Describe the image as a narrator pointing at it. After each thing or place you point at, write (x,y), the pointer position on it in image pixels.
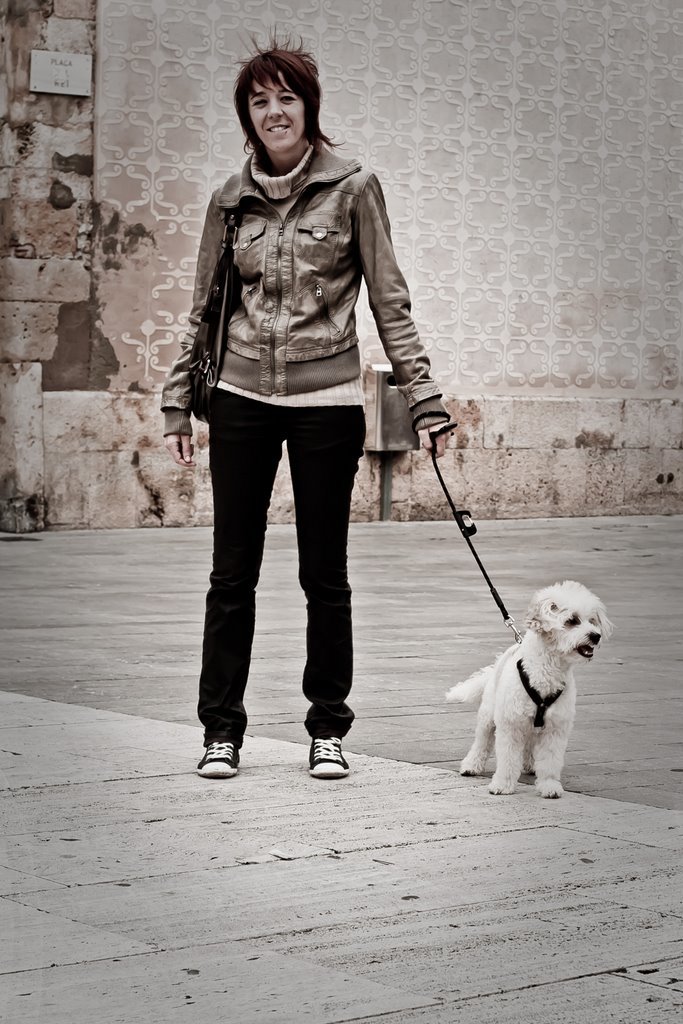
In the center (270,351) there is a person (309,356) holding dog (518,695). In the back (428,184) there's a wall (375,84) with design (509,182).
